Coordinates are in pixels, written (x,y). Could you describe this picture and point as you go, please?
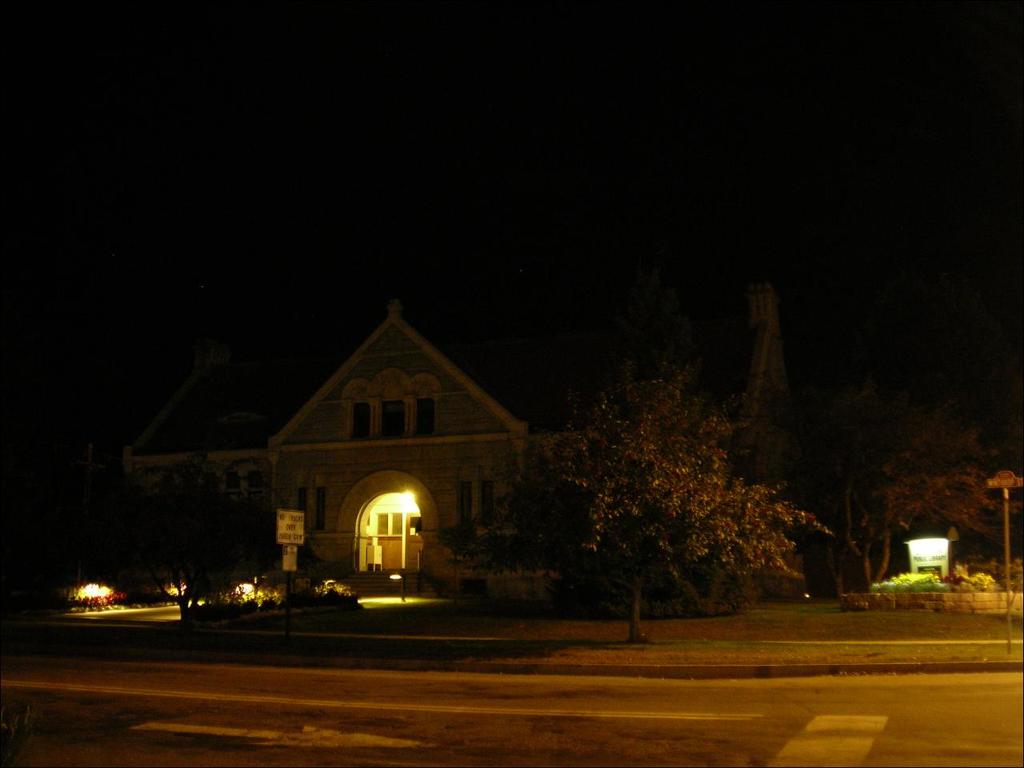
In this image there are trees (891,513), there is a house (492,446) and there are poles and there is a board (290,547) with some text (294,530) written on it and there are plants (938,589).
